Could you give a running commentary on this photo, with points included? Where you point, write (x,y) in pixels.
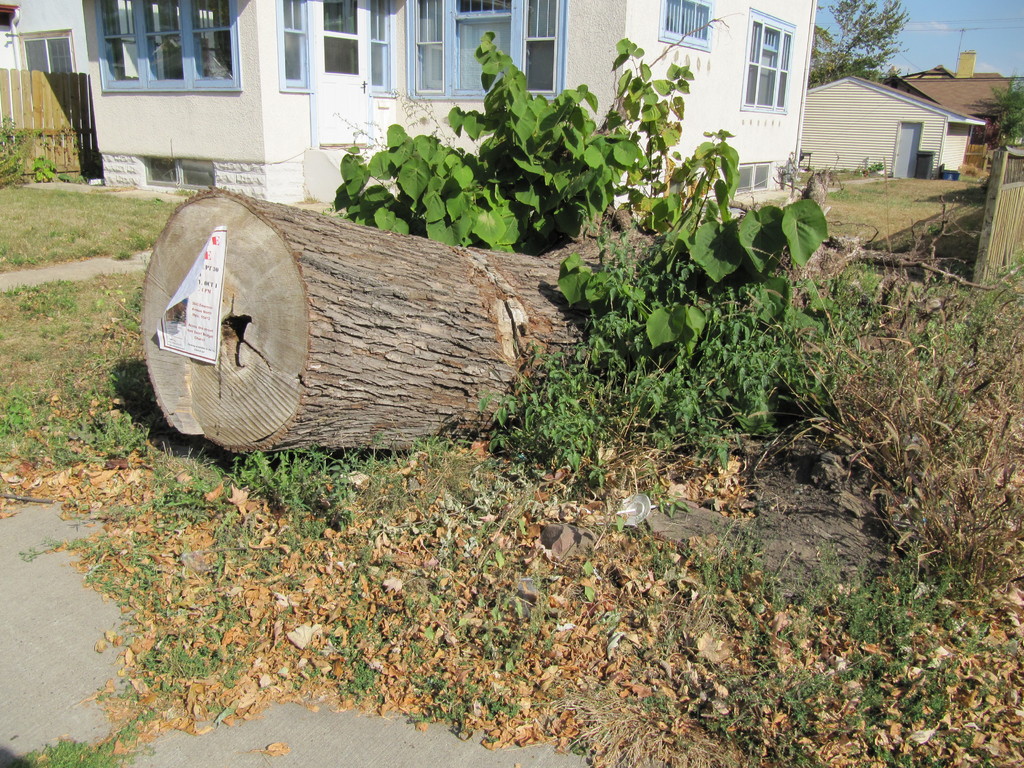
In this picture, we can see plants (828,423), dry leaves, house (745,142), wooden fence (72,134), trees (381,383), cables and sky (1016,46).
